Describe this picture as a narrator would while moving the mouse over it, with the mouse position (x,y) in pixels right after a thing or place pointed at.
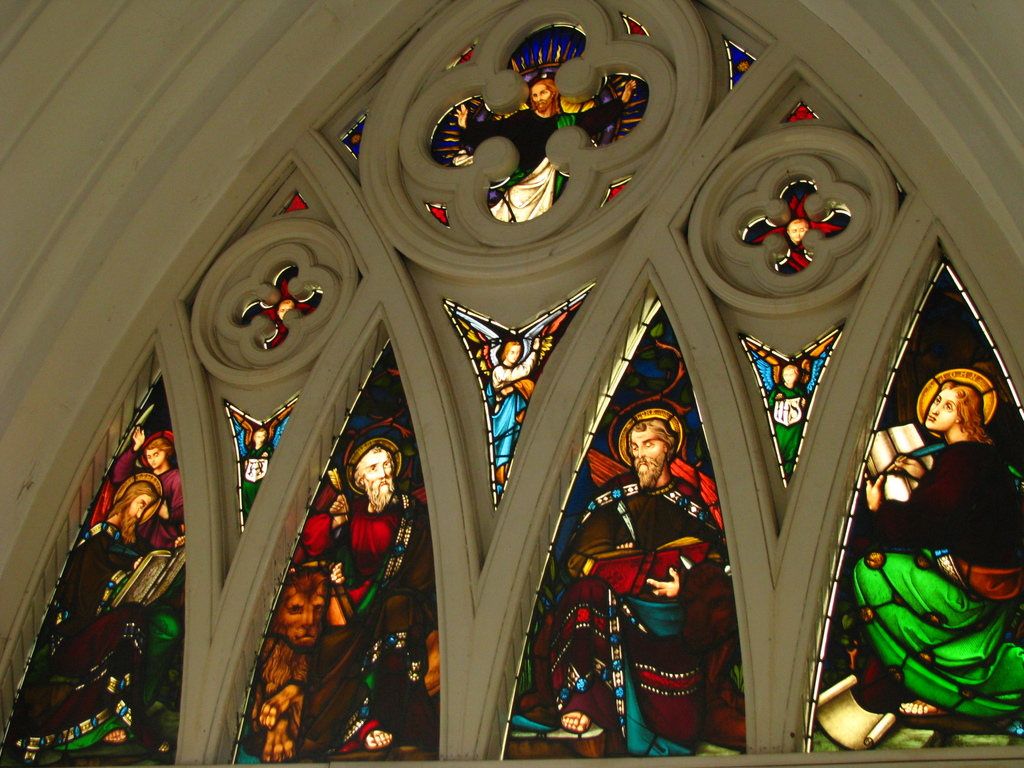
In the picture I can see the stained glass (68,575) on which I can see pictures (140,448) of persons (324,525) and I can see the white color wall (316,318).
